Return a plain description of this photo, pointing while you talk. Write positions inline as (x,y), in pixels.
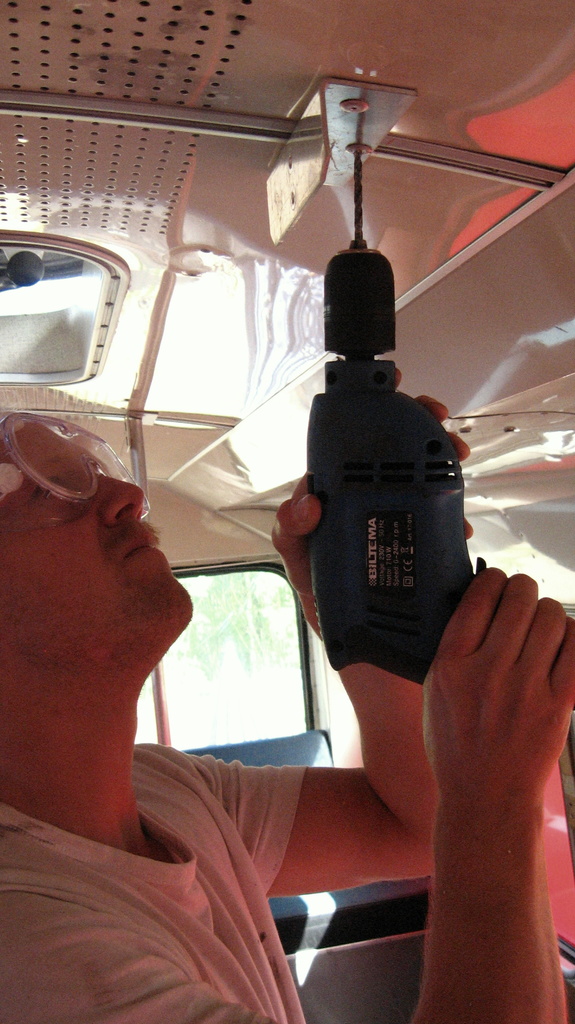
In this picture I can see there is a man (67,484) standing here and the man (49,494) is holding a drilling machine (330,534).
